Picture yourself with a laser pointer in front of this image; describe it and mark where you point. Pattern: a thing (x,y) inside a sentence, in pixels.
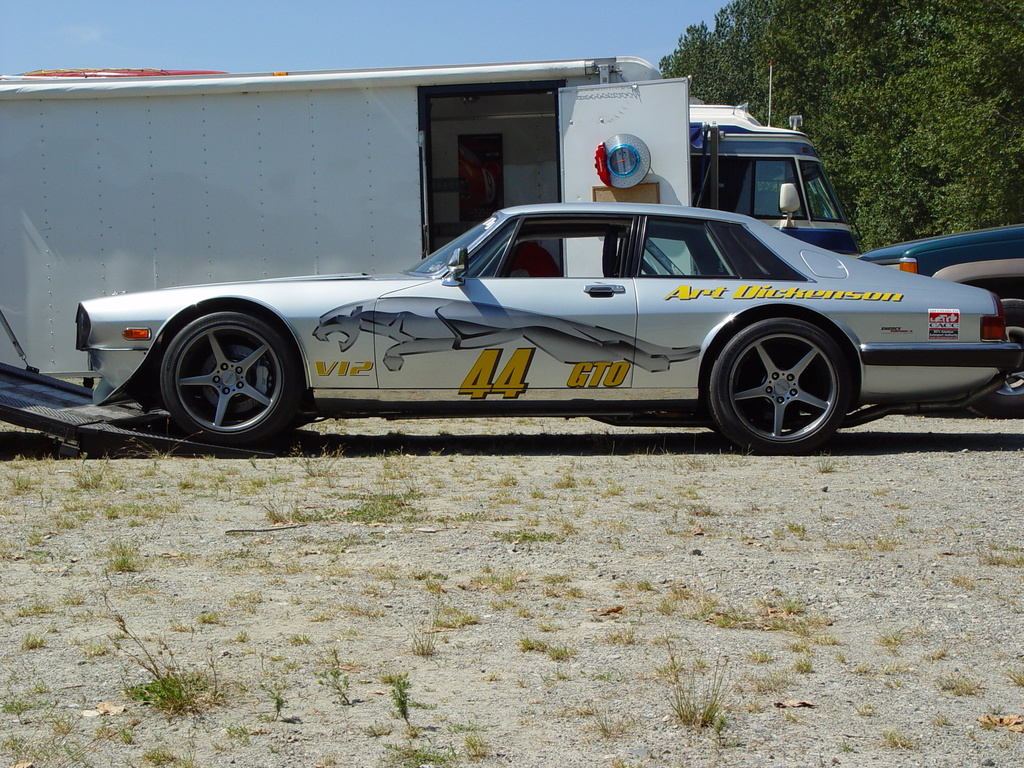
In this picture we can see vehicles (999,414) and grass (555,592) on the ground (673,590) and in the background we can see trees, sky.
